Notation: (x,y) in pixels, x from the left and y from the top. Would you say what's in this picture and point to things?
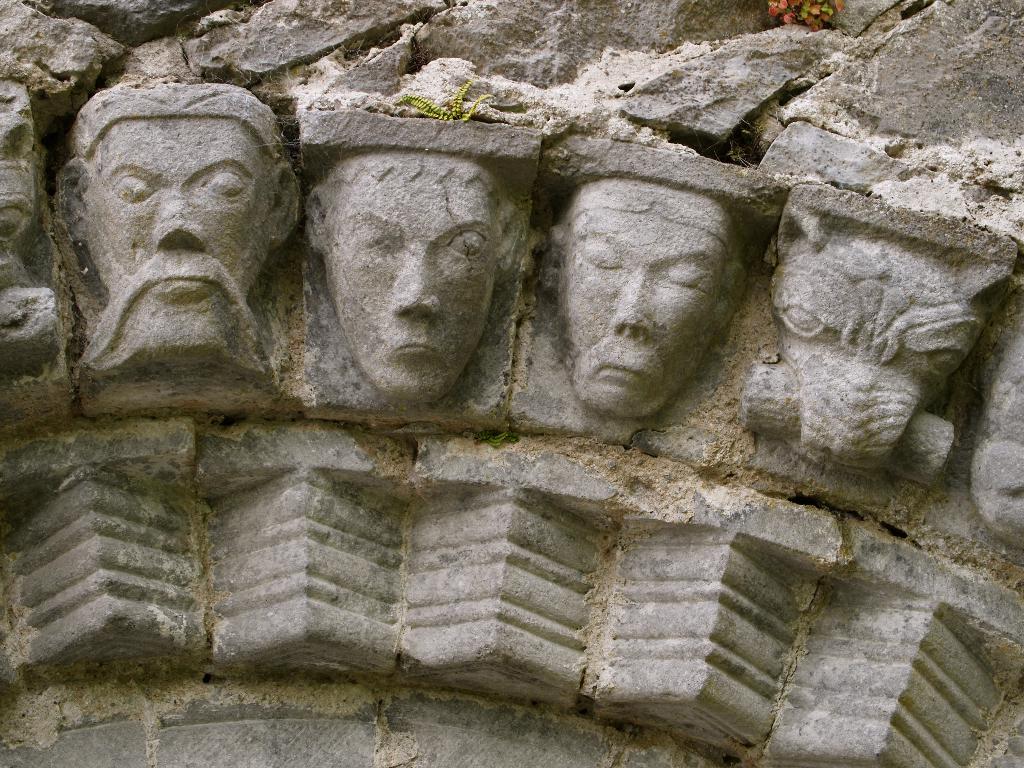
In this image we can see some sculptures (444,379) on the wall (478,439).
